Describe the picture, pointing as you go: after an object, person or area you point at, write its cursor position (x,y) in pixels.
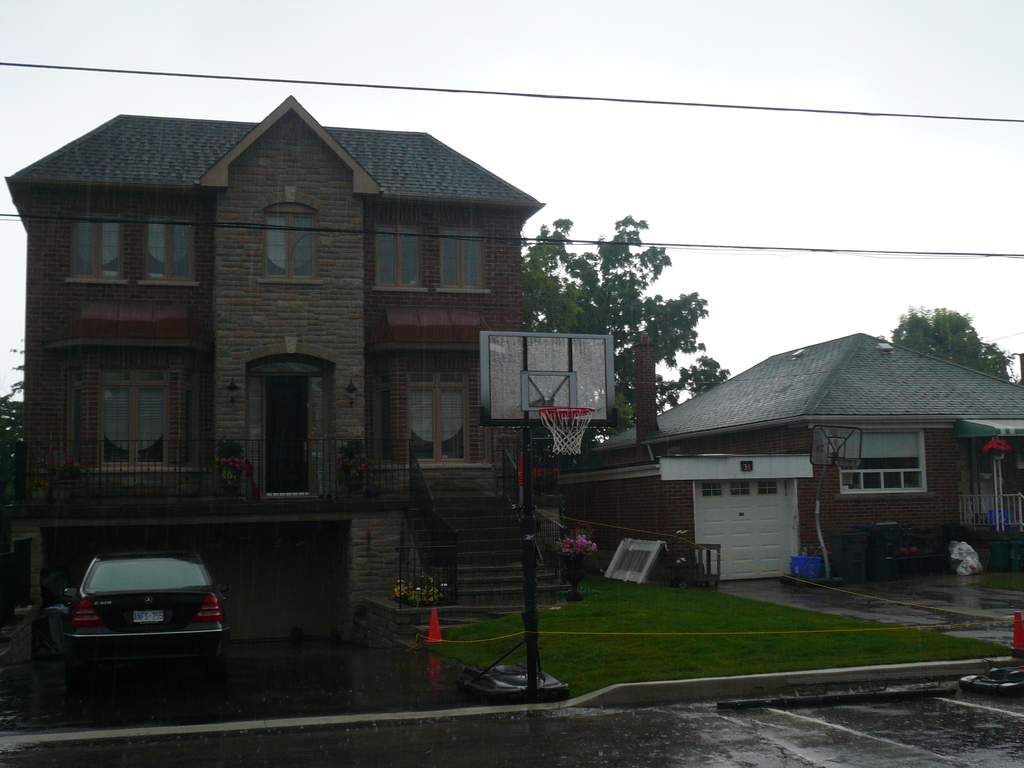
In the center of the image (359,277) we can see buildings (425,458), stairs (454,502), grills (311,455), door (302,402), windows (294,245), basketball hoop (560,389), house (838,514), flower pot (571,556), car (138,593), trees (672,305), wires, grass (616,620), divider cone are there. At the top of the image (706,47) sky (745,53) is there. At the bottom of the image (753,723) ground (804,709) is there.
